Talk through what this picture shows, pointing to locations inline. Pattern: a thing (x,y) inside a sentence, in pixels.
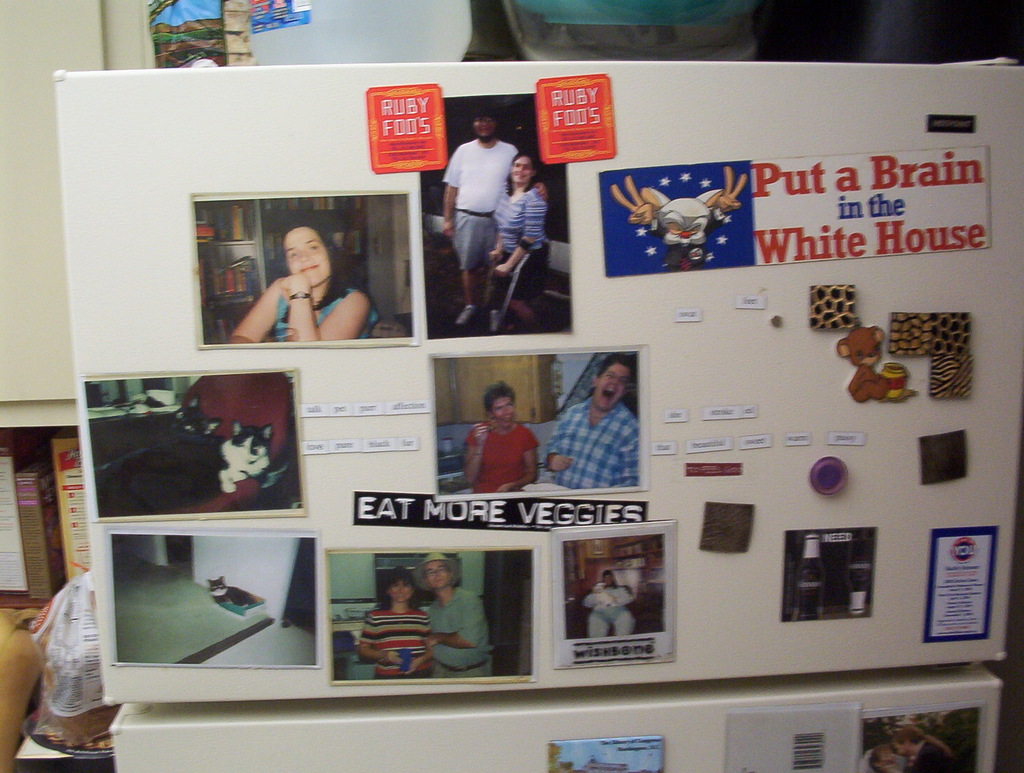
In the picture we can see a white refrigerator door (884,488) on it, we can see some photos (407,289), stickers (760,735) and in the background (24,144), we can see a wall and some racks (21,455) with boxes (31,529).
